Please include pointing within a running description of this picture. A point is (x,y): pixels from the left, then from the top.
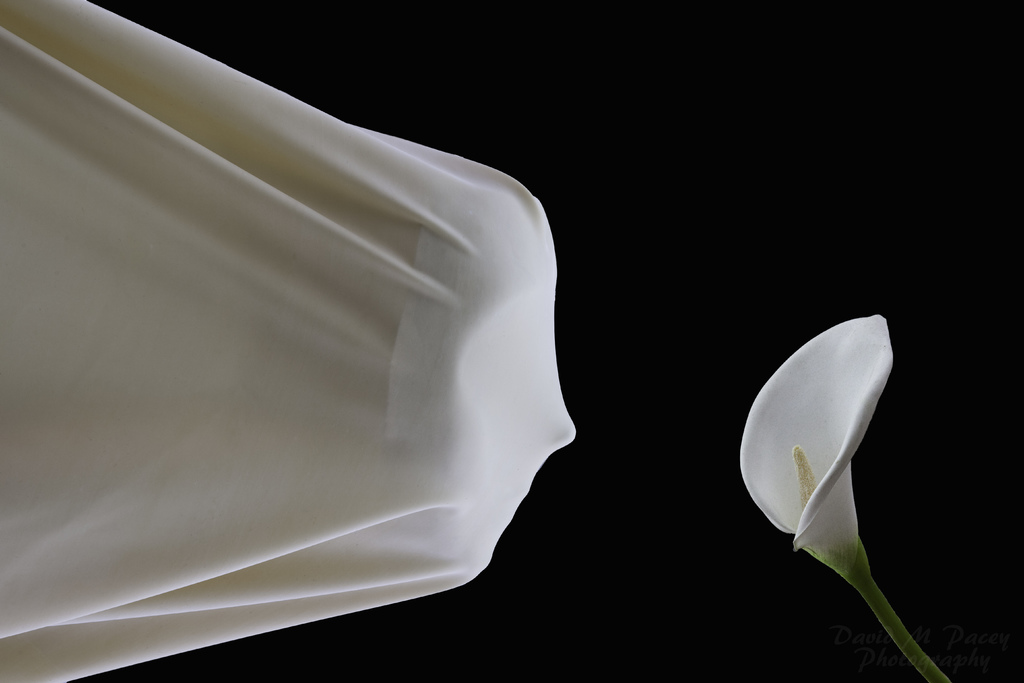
In the image I can see a cloth (334,418) in which there is a mask (551,450) and also I can see a flower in front of it.
